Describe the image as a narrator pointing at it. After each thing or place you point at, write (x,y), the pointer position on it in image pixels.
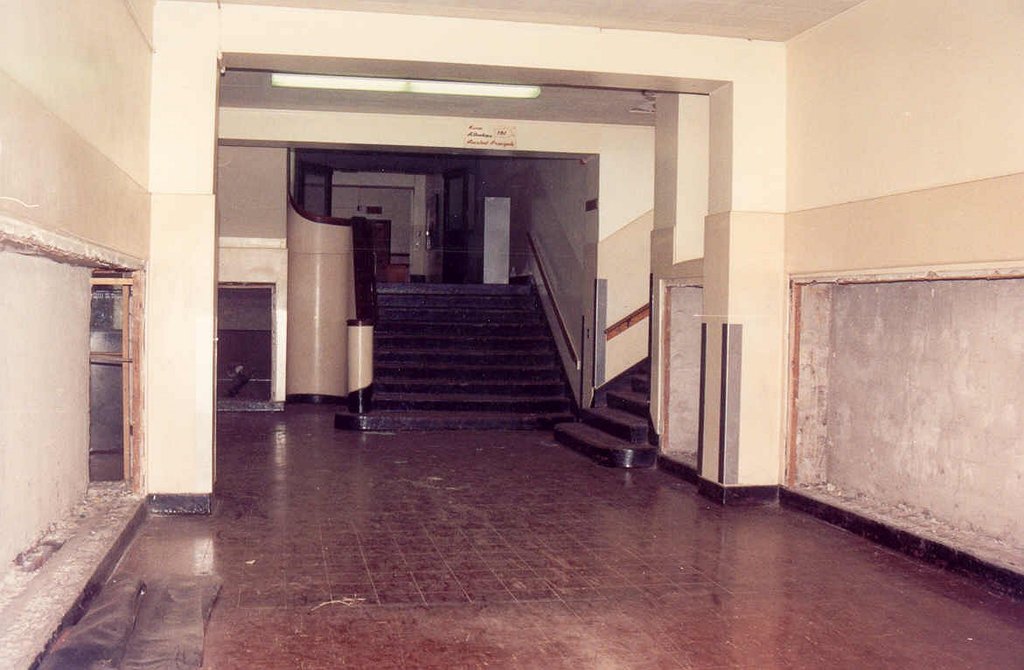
This picture is inside view of a room (460,346). In the center of the image (467,359) we can see stairs (559,382) are present. At the top of the image (504,108) we can see light (402,86) and roof (519,13) are there. On the left side of the image (241,353) door (241,338) is present. On the right side of the image (846,237) wall (846,237) is there. At the bottom of the image (452,590) floor (479,572) is present.
